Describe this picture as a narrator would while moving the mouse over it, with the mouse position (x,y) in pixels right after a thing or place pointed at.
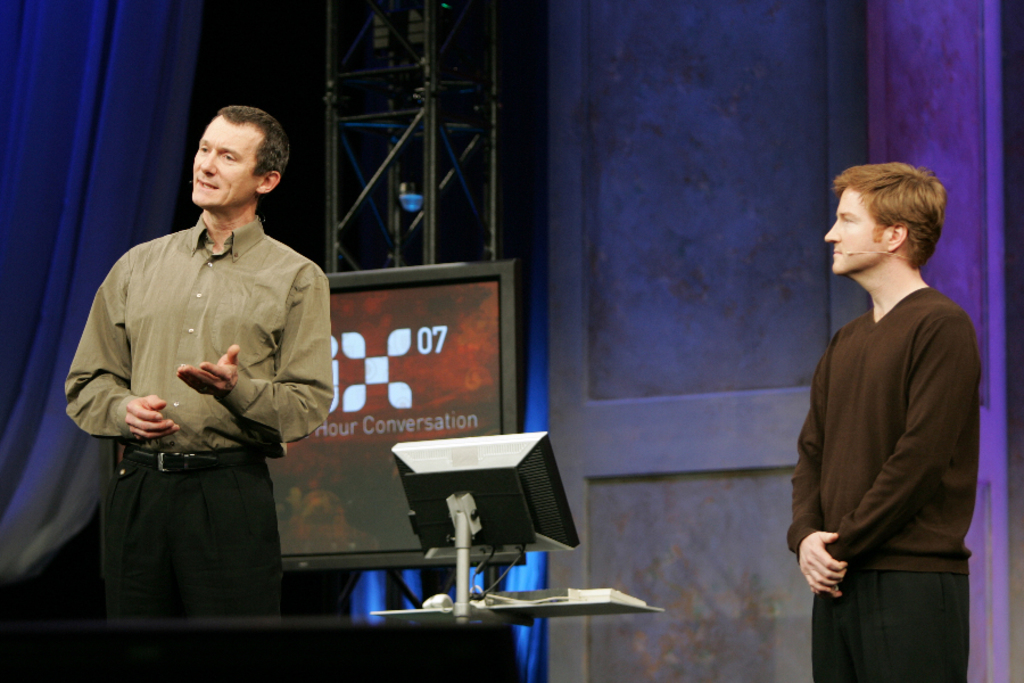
In this picture, we can see two persons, screens (451,520) attached to the poles (458,552), and we can see some objects (521,603) on the table (562,603), and we can see some metallic object (479,134), and we can see the background (624,135), and we can see the curtain (47,486) on the left side of the picture (156,194).
